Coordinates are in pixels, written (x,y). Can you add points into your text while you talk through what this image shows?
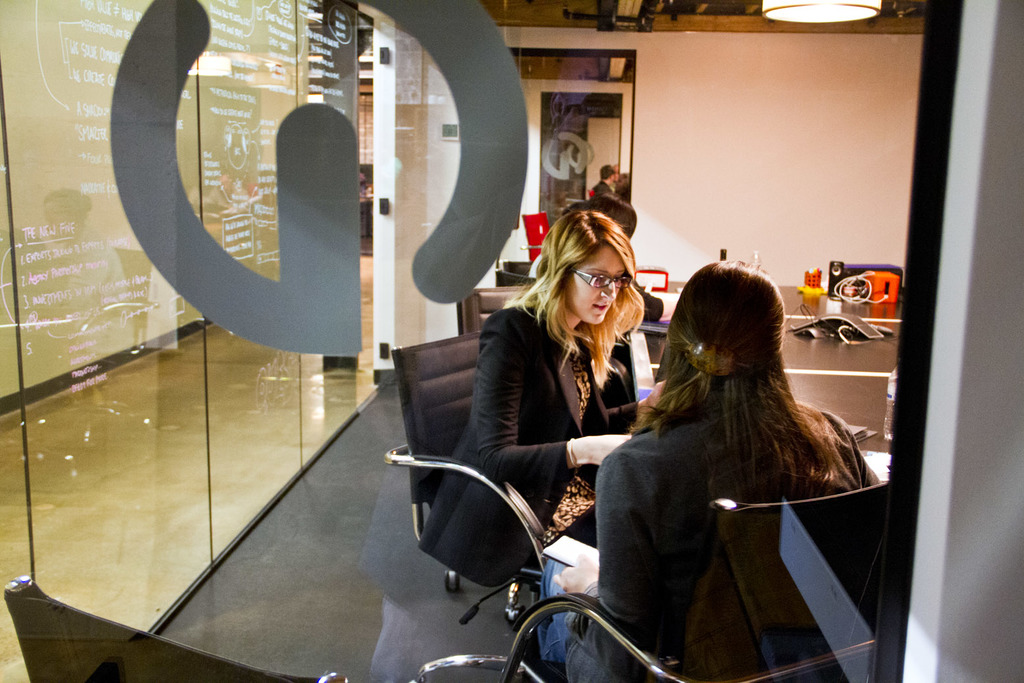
In the center of the image (548,315) there are two persons (612,331) sitting on chair (757,670). There is a glass (294,143) at the left side of the image (220,407).
